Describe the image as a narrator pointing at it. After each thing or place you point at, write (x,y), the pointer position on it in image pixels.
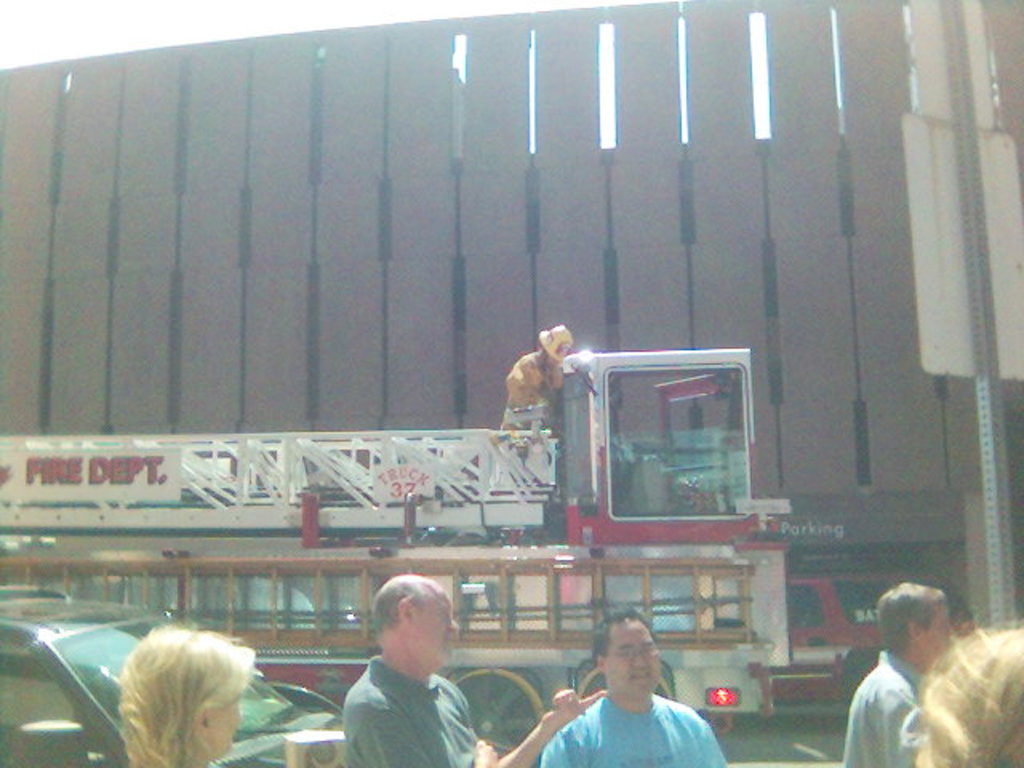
In this image there are group of people (196,686), car (11,670) and fire truck (36,545) on the road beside that there is a brown color building (559,223).
